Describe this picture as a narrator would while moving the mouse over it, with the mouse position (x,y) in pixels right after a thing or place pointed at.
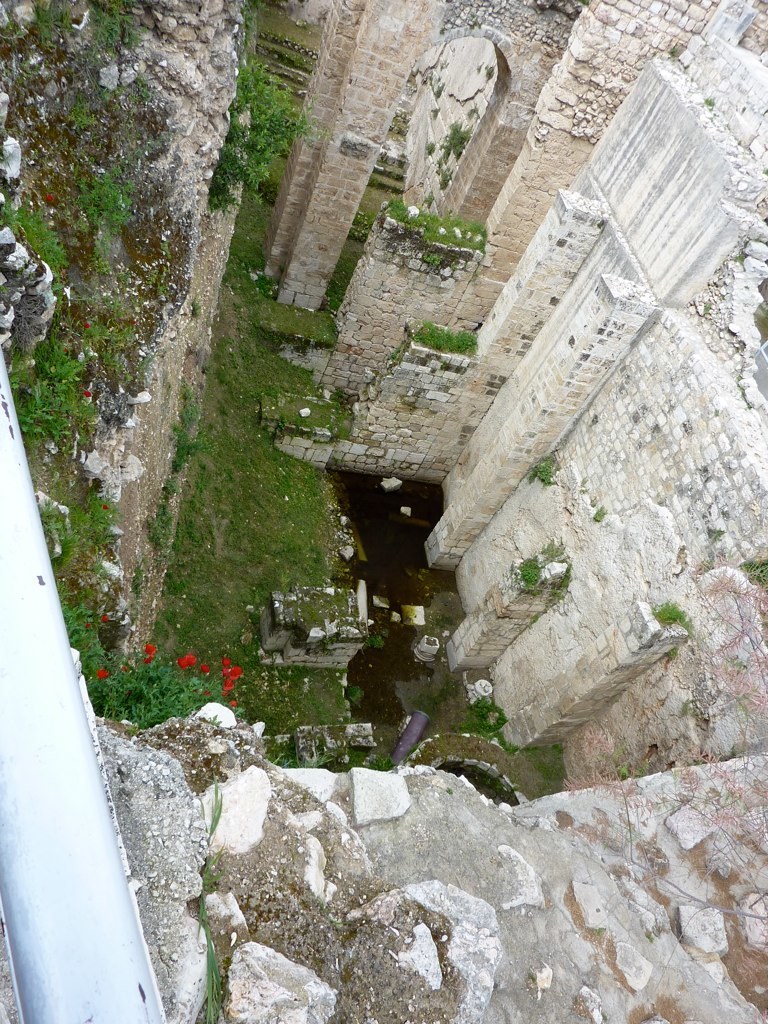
In this image I can see few buildings (745,534) in white and cream color, and I can also see flowers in red color and plants (180,695) and grass (235,612) in green color.
